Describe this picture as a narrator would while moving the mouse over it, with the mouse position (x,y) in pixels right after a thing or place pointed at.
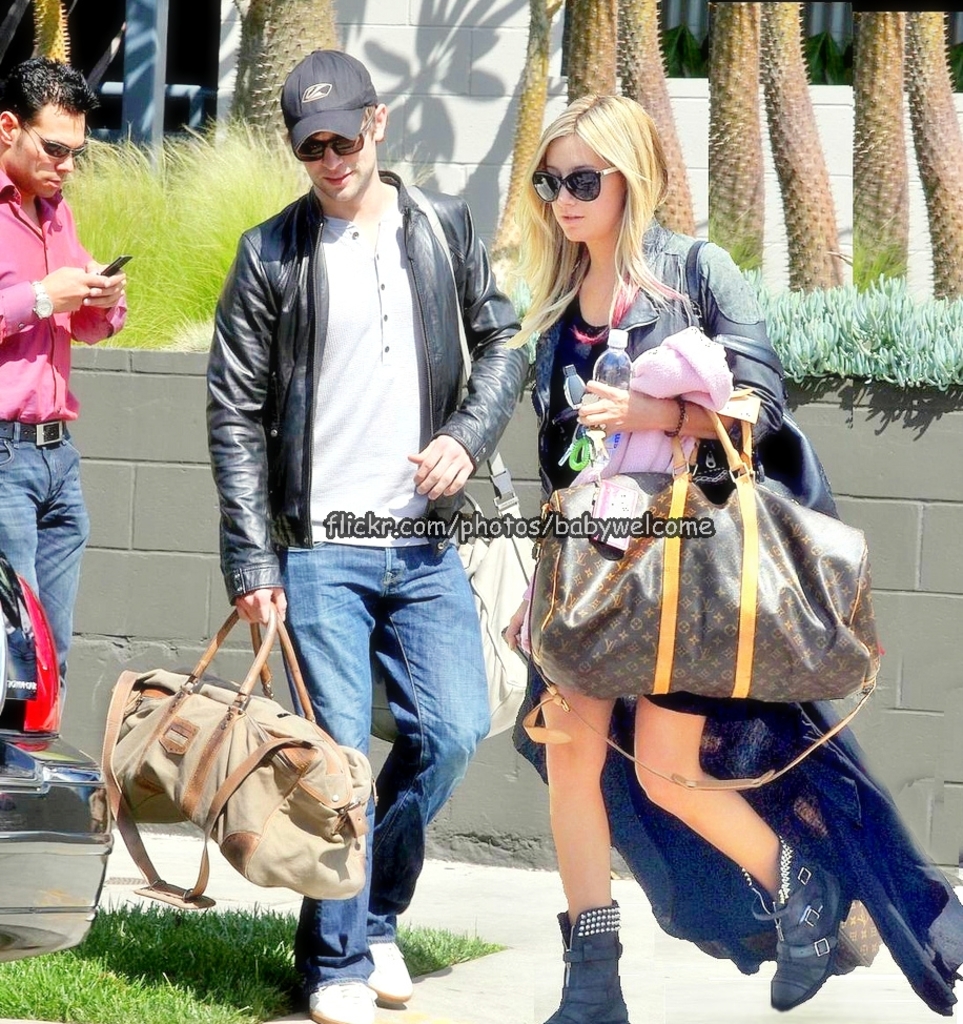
In this picture there is a woman (622,135) and a man (505,426) walking, holding their luggage (172,773) in their hands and in the backdrop (700,125) are trees (244,92) and plants (193,145).
